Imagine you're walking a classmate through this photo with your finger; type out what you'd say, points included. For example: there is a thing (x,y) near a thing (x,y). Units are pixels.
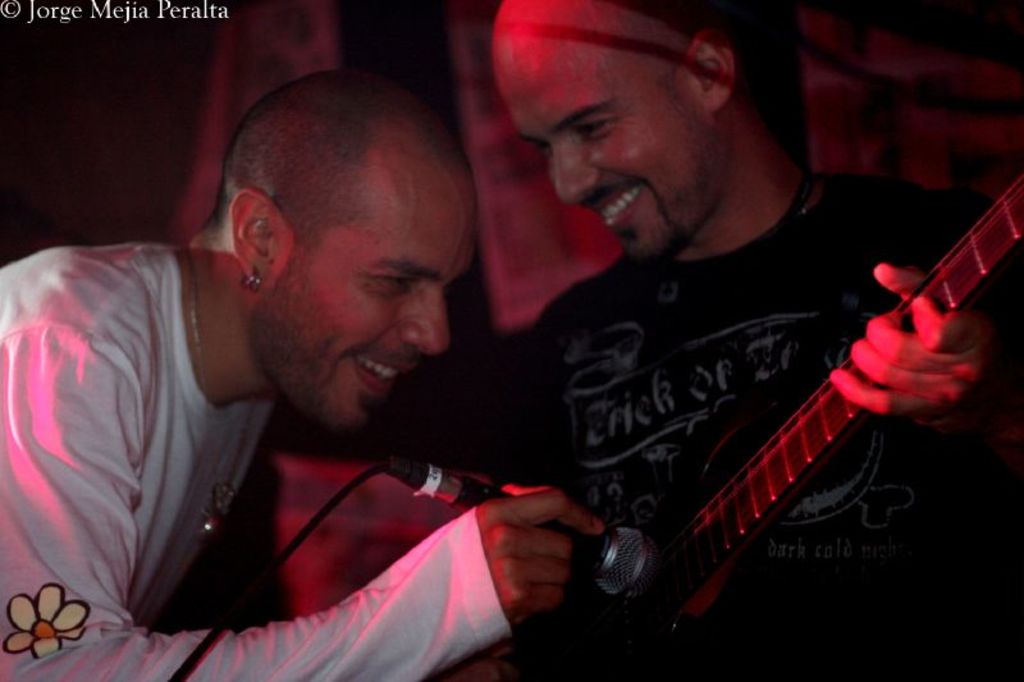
This image consists of two persons (693,310). To the right (754,349), the man (757,353) wearing black t-shirt (752,385), is playing guitar (705,473). To the left (204,452), the man (191,461) wearing white t-shirt (206,478) is holding mic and smiling.
